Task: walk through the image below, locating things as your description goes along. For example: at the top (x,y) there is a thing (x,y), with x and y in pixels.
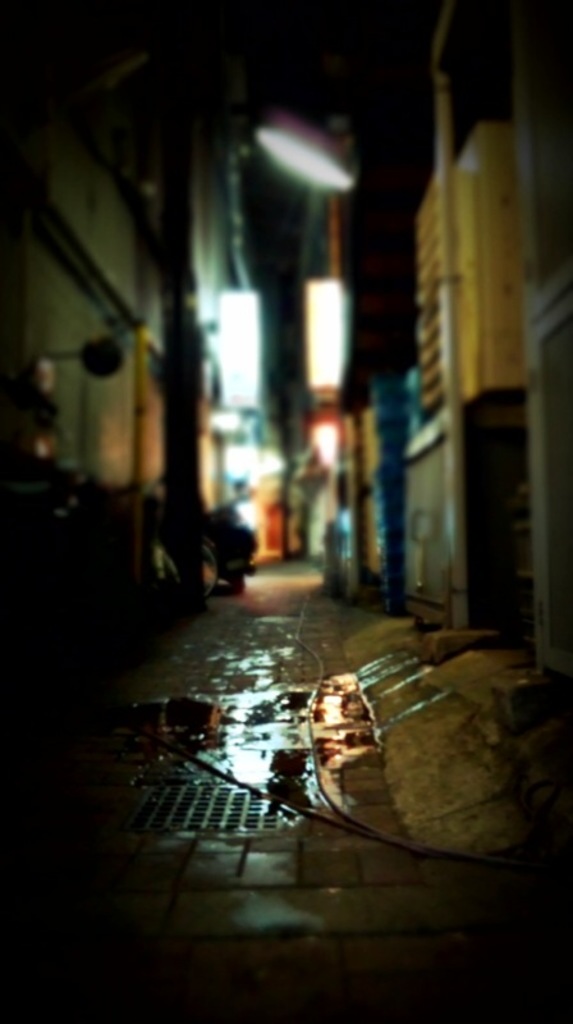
In this picture there are wires (348,820) on the floor (277,777) and there is light (280,135) at the top (247,331) and in the center of the image (229,459), it seems to be there are shops (299,410) in the image, the area of the image is blur.
